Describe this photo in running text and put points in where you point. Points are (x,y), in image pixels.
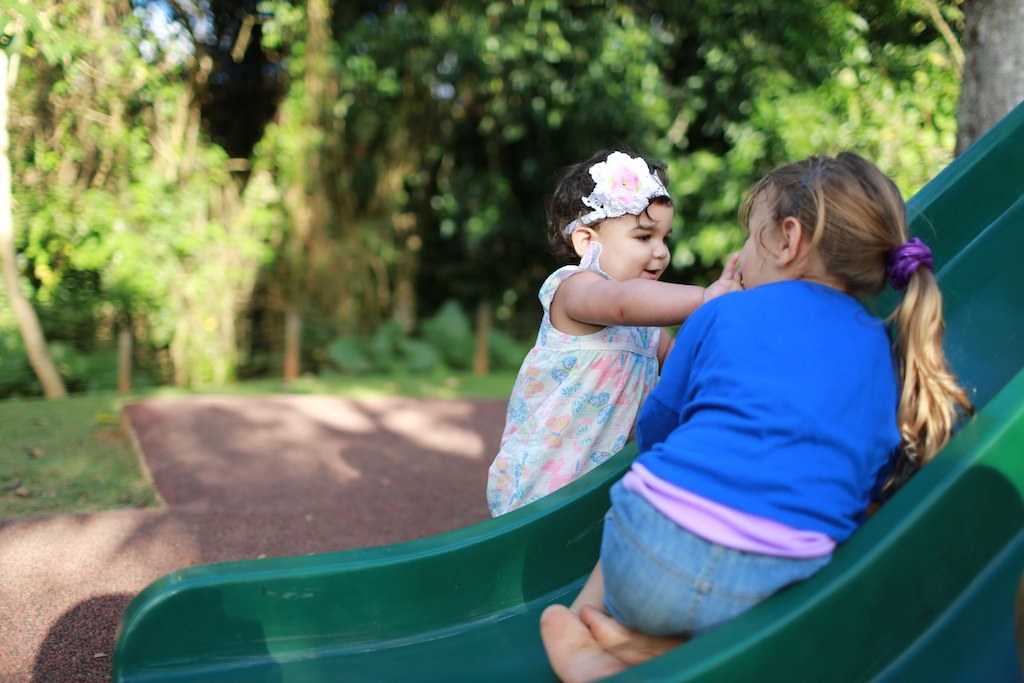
In this image we can see two girls (747,443) and one among them is sitting on the slide (645,676) and in the background (749,18), we can see some trees (259,343).
